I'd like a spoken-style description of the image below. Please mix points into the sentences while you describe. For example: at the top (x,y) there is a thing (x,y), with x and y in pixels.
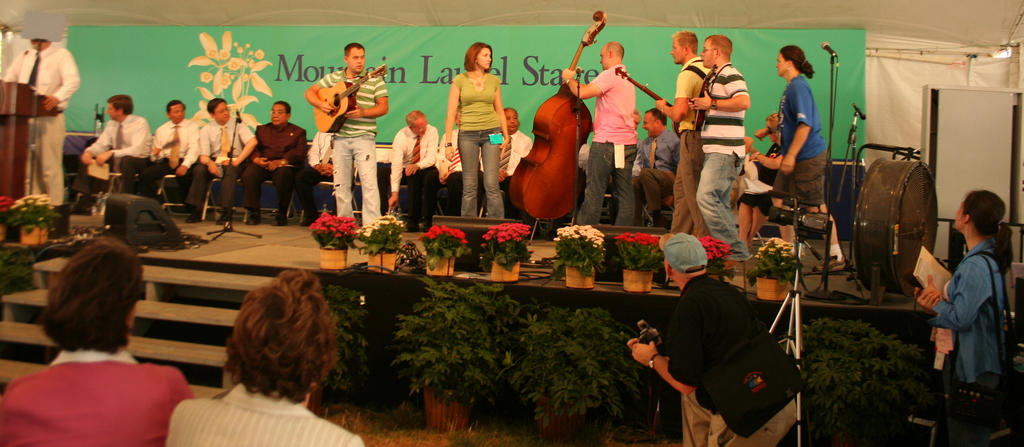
In the image in the center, we can see one stage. On the stage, we can see few people (470,139) are standing and holding guitars (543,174). And we can see plant pots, flowers (347,217), musical instruments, one banner (527,122), one stand (19,126), microphones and few people (141,143) are sitting on the chair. In the bottom of the image (297,298), we can see a few people (86,377) standing and holding some objects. And we can see one camera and staircase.
